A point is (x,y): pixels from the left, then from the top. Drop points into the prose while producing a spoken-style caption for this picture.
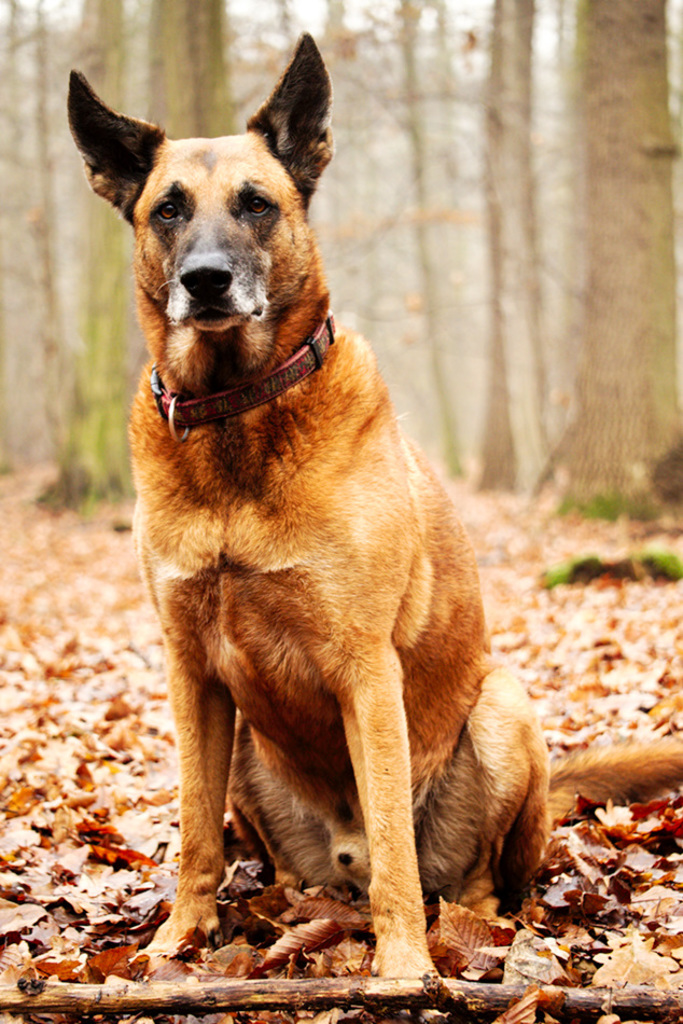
The image is clicked in the woods (165,105). In the foreground of the picture (400,846) there are dry leaves (12,765), stick (258,1004) and a dog (286,763). In the background (60,134) there are trees (491,196).
